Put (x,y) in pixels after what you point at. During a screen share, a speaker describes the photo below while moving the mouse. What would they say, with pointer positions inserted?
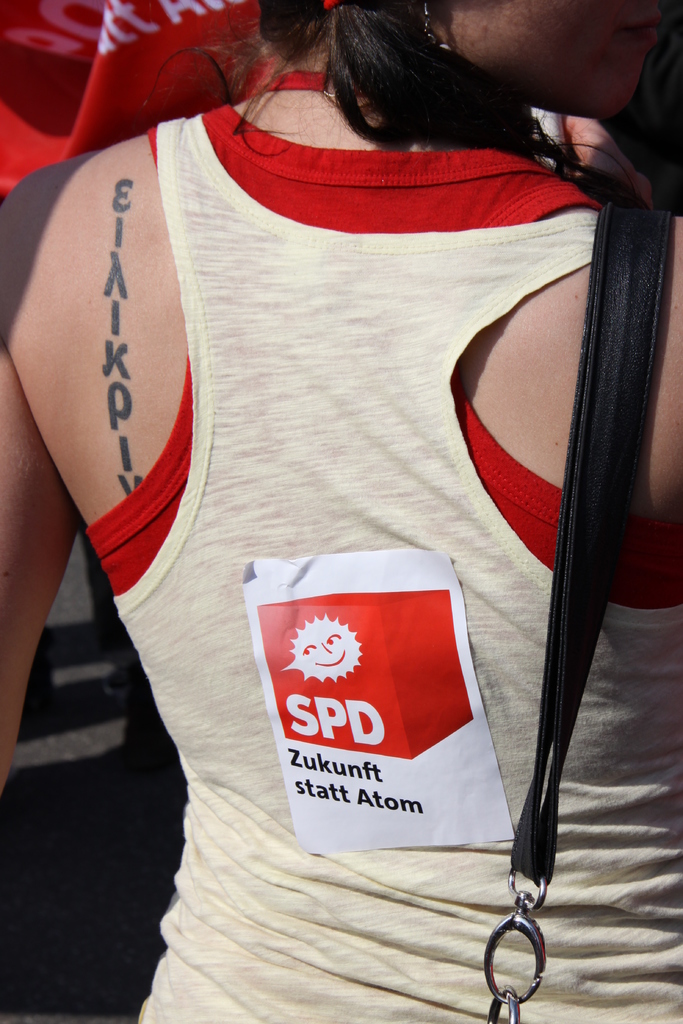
In this picture we can see a woman (409,463), she wore a bag (585,558) and we can see a sticker (415,611) on her dress (355,542).
